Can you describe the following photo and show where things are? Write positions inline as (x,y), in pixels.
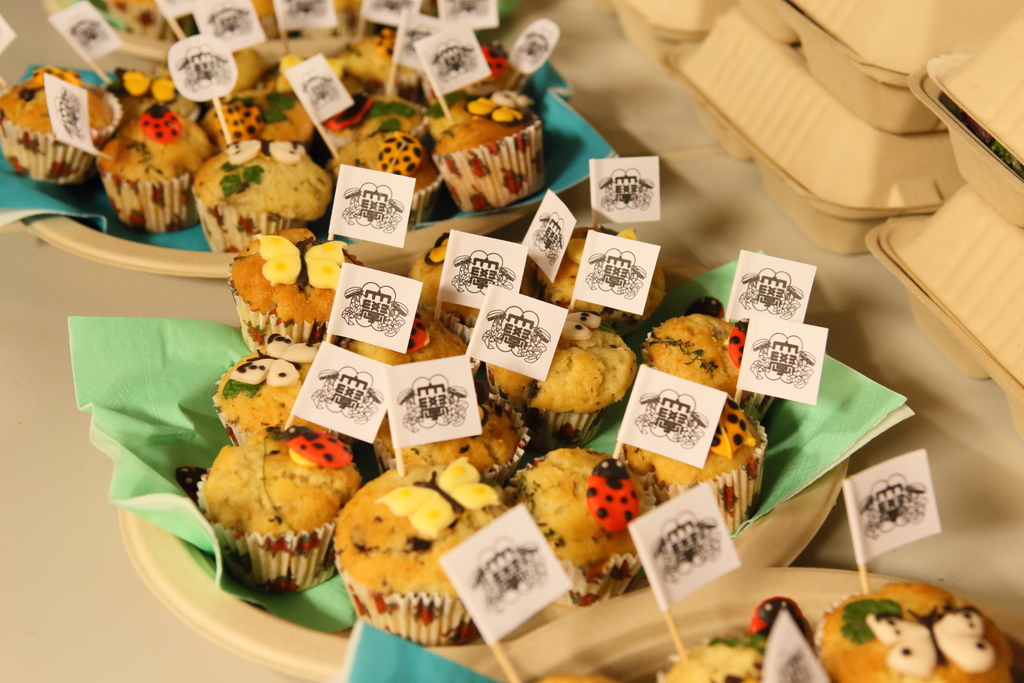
This image consists of food (322,176) which is on the plates (736,627) and there are boxes (811,96).
